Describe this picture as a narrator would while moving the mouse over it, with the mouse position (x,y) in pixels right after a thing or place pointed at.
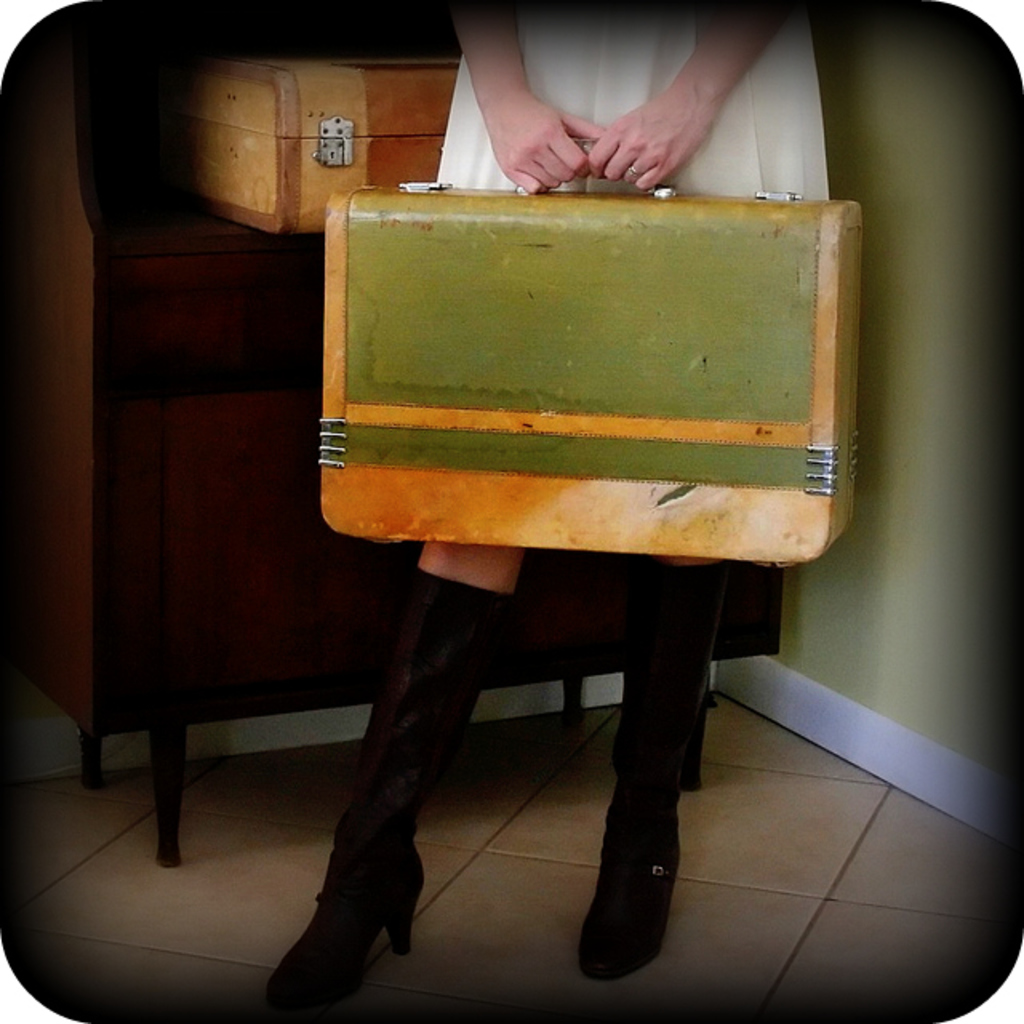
In this image, a human (644,157) is holding a box (605,351) and there is a another box (401,177) behind her. That is placed on wooden cupboard (161,421). We can see bottom floor (492,966) and right side (915,442) we can see a wall (934,527).
